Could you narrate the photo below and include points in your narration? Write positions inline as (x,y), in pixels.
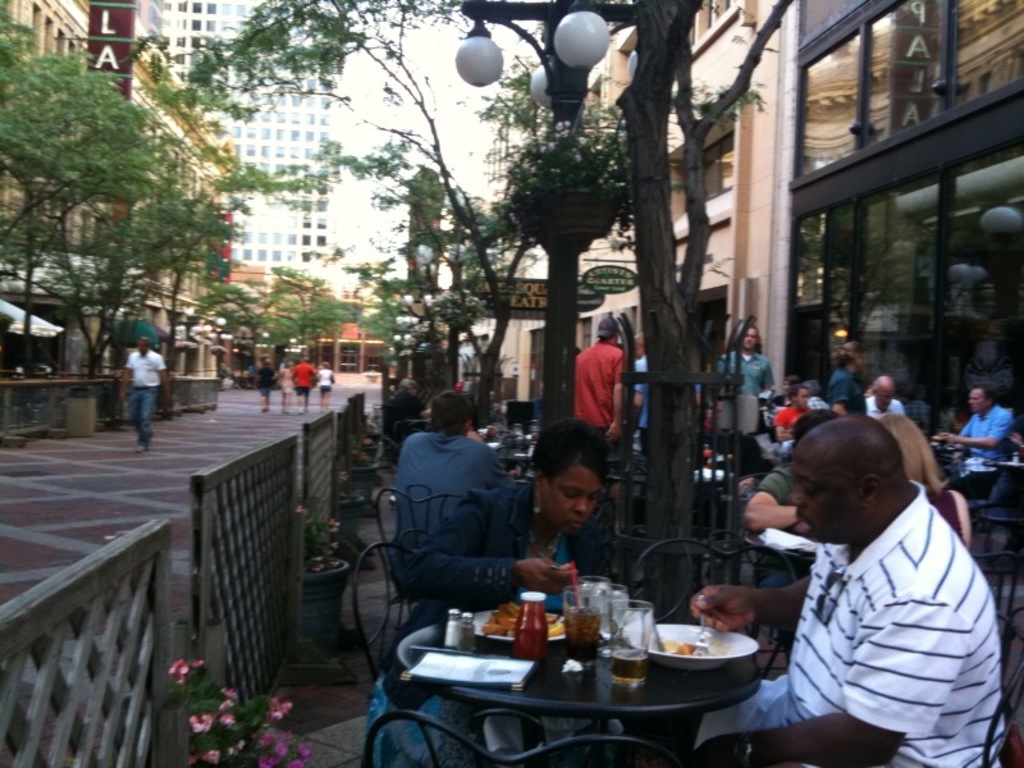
The image is outside of the city. In the image on right side (950,606) there are group of people (934,634) sitting on chair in front of a table (710,701), on table (505,703) we can see a book (497,667), glass (625,646), bowl (664,646), plate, food (677,649) and few people (604,370) are standing and we can also some trees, lights (588,36), buildings (926,101) and also a hoarding (525,290) on right side (916,88). In middle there are group of people (268,388) walking, in background (201,248) there are trees (189,217), building (291,106), hoarding (121,20) and sky (426,85) is on top (457,141).
